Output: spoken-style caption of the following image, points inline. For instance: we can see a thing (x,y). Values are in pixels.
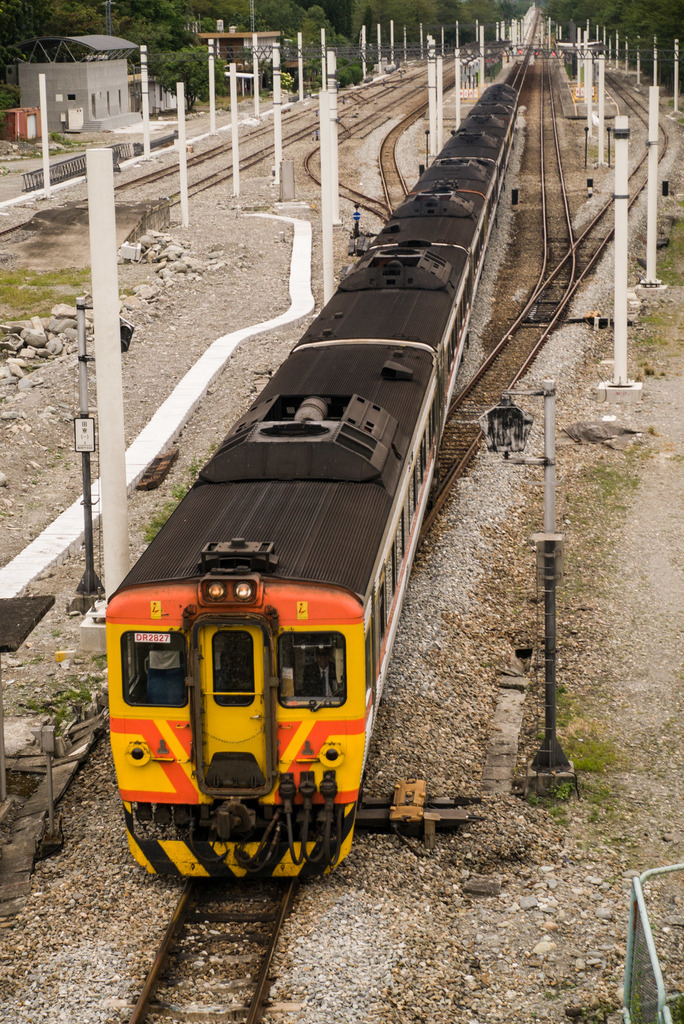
In this image I can see few railway tracks (461,431) and on it I can see a train (242,745). I can also see number of poles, number of trees (79,20), a shack (107,67) and I can also see grass (593,802).
